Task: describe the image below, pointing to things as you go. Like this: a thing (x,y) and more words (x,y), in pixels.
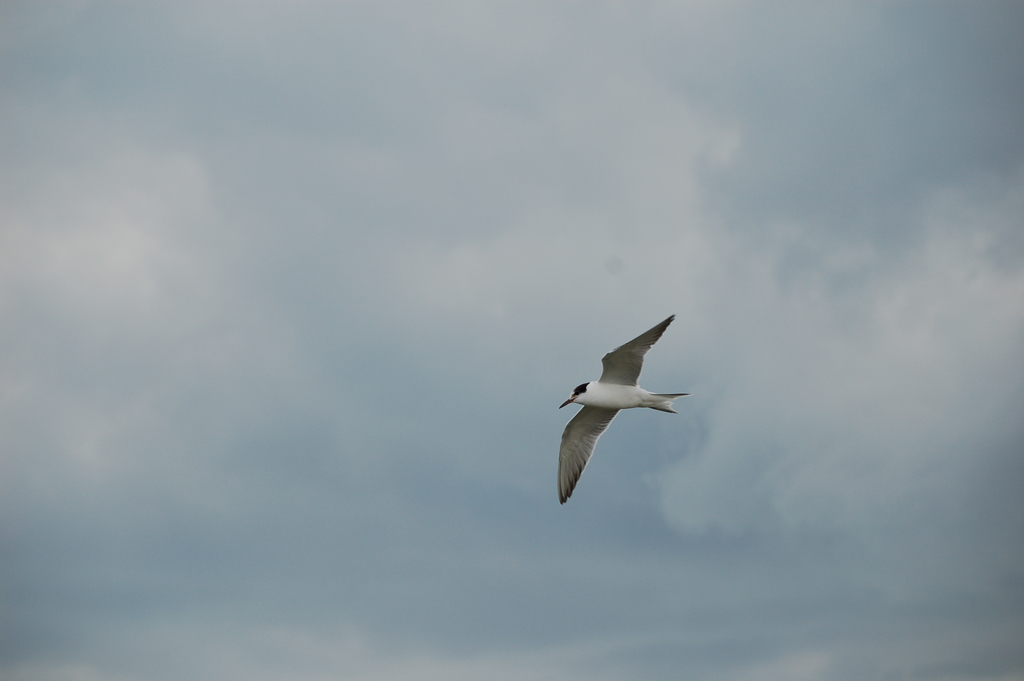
This image consists of a bird (654,398). It is in white color. There is the sky (496,443) in this image.
